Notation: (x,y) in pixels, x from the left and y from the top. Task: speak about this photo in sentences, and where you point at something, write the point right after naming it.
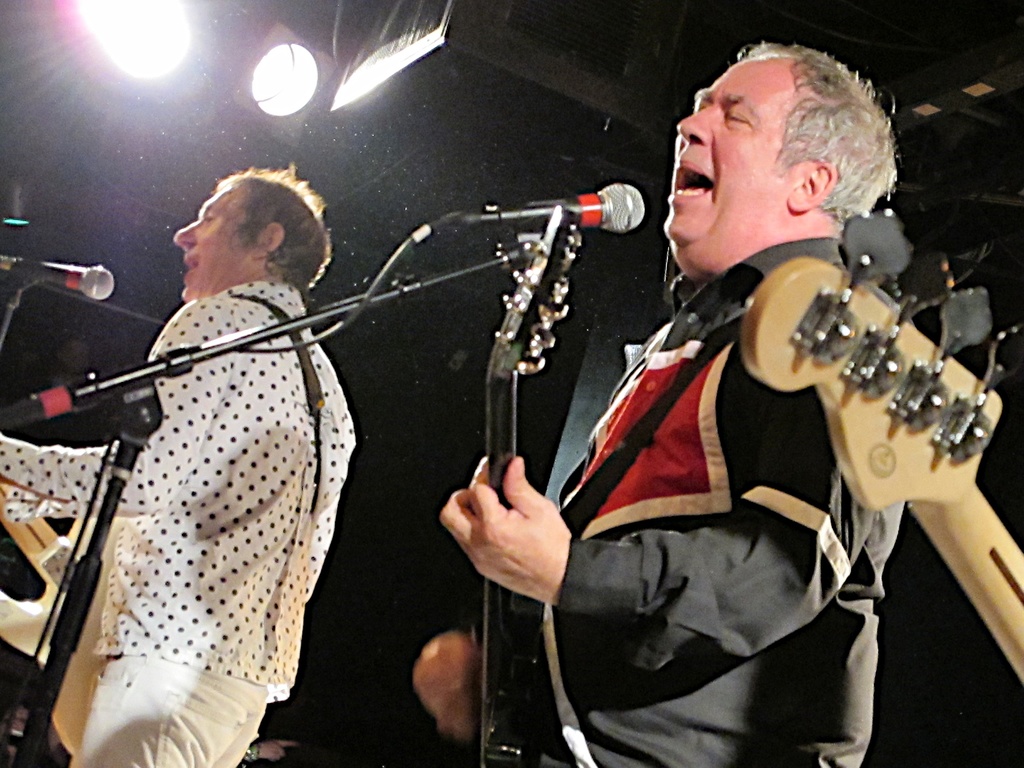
This image two persons (760,90) standing and playing a guitar (53,570) are holding them in their hands (459,491). Person (668,740) at the right side (700,720) is singing is wearing a black shirt (651,716), left side (177,615) is wearing white shirt (188,453) and white pant (177,710). There are two mikes (606,226) before them. At the top left corner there are lights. At the right side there is a guitar (1011,326).
